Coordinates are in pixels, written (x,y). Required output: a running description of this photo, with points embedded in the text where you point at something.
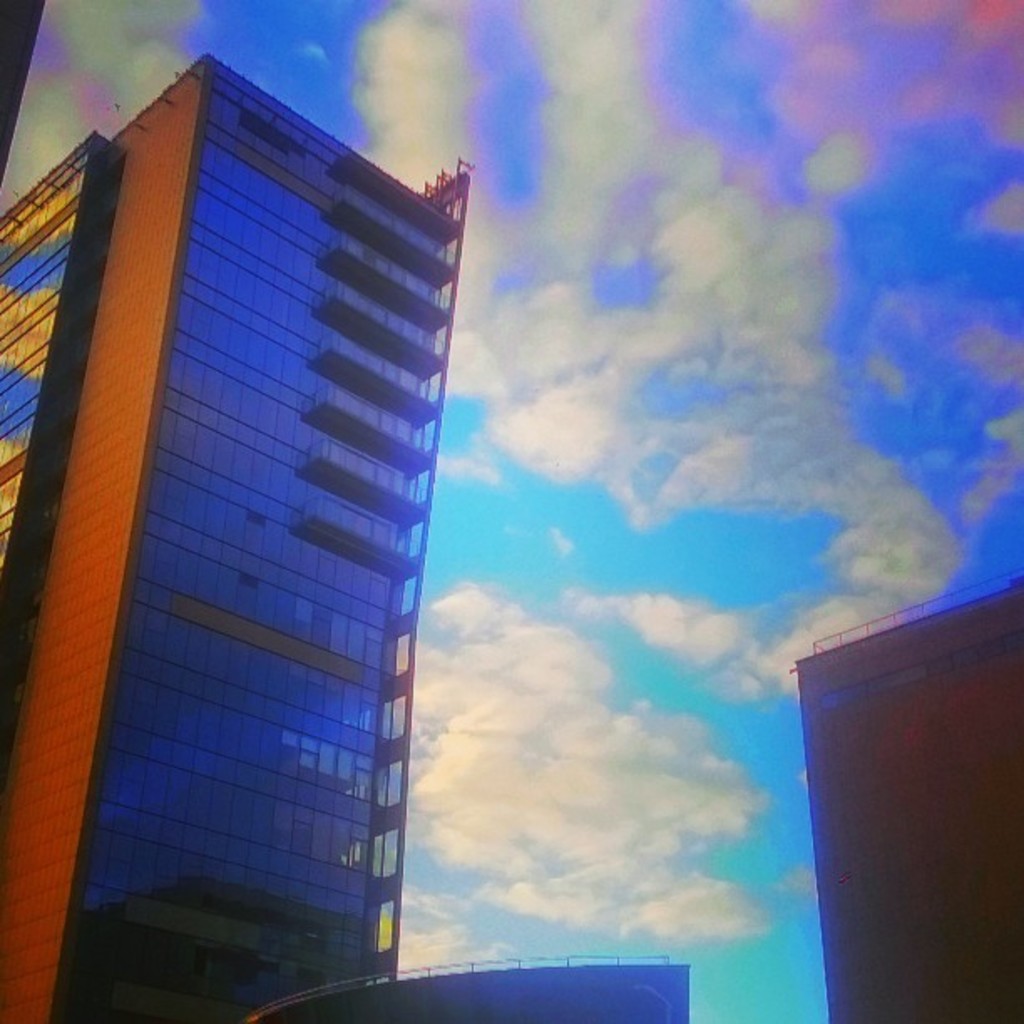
This image looks like a screen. In which we can see the buildings (348,291). At the top (726,184), there are clouds (769,506) in the sky (820,612).
